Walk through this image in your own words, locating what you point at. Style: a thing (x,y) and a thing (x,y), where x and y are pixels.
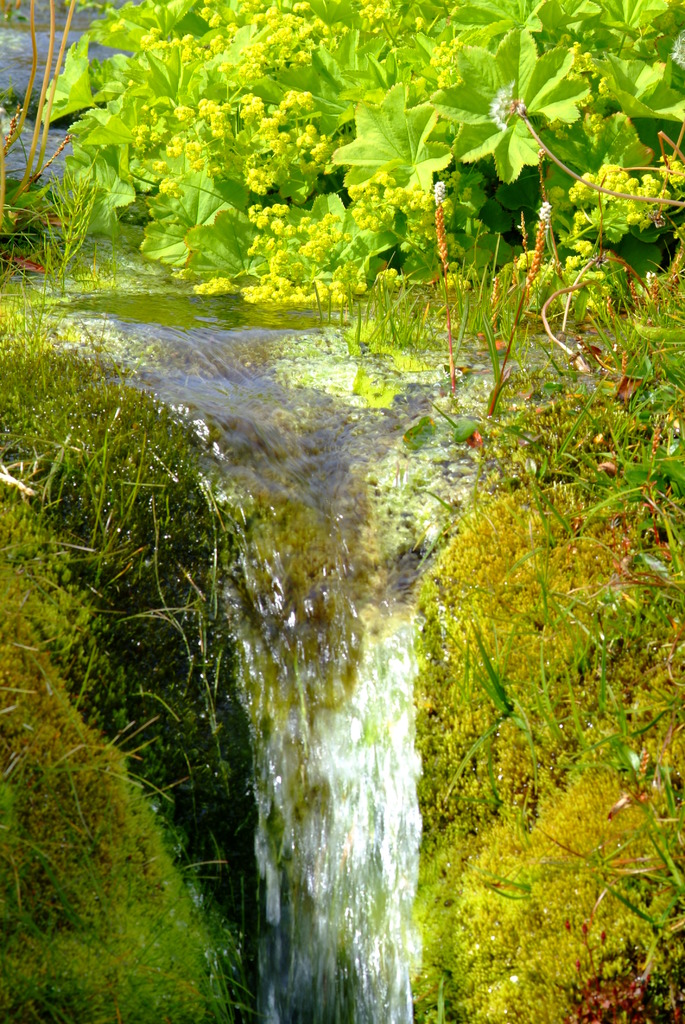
In this image we can see water (408,799), grass (56,881), plants (349,54).
